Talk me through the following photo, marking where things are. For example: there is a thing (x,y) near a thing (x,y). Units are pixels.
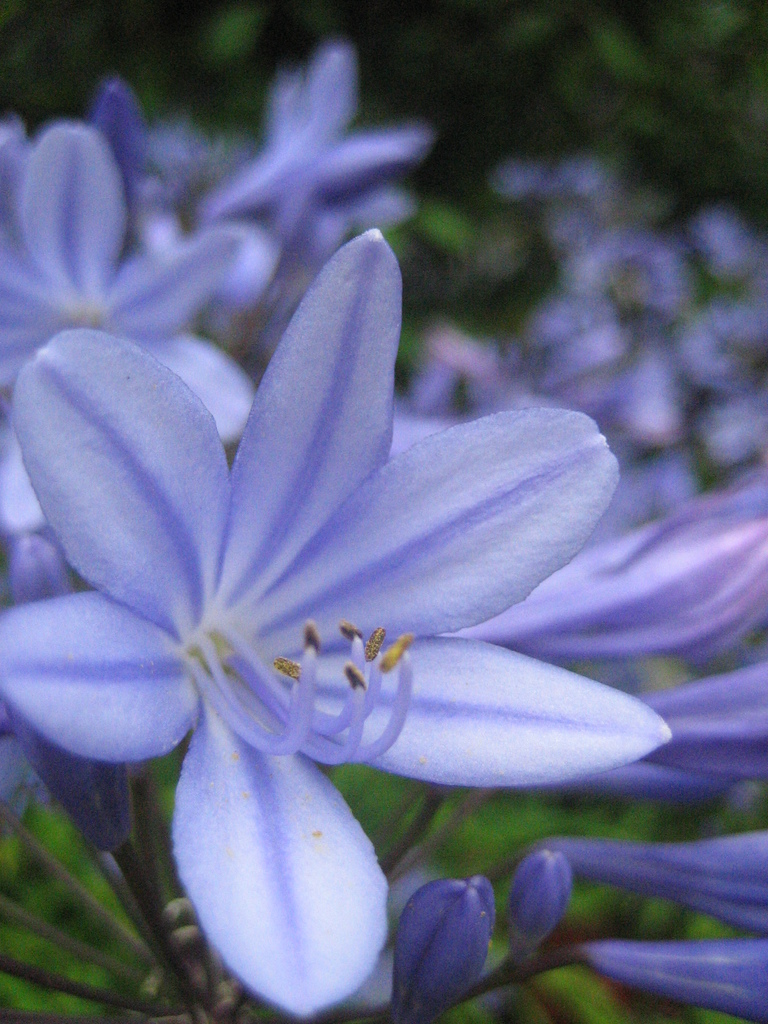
Here we can see flowers (488,657) and buds (541,863). There is a blur background (16,15) with greenery (450,31).
